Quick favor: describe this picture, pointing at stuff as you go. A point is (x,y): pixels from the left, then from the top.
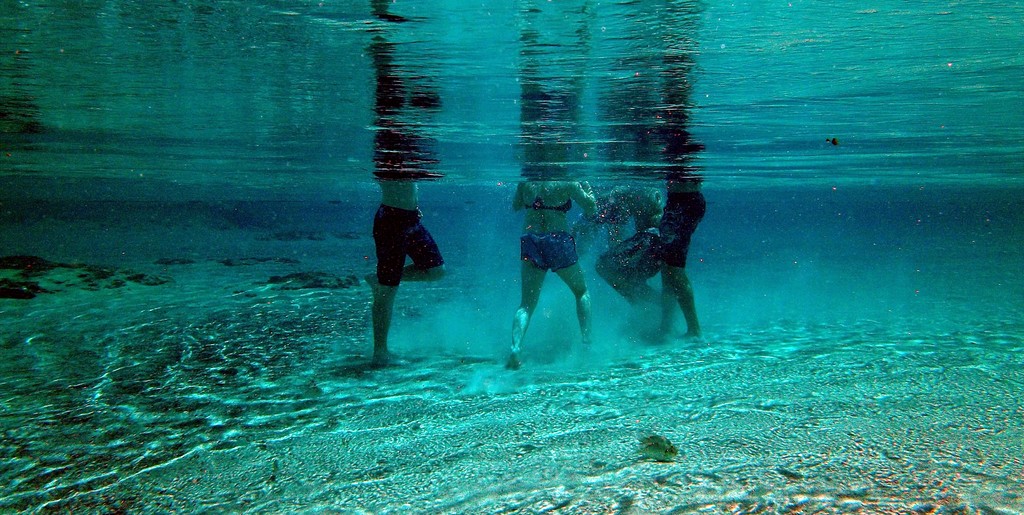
In this image there are people (545,226) standing in the water (845,260).
